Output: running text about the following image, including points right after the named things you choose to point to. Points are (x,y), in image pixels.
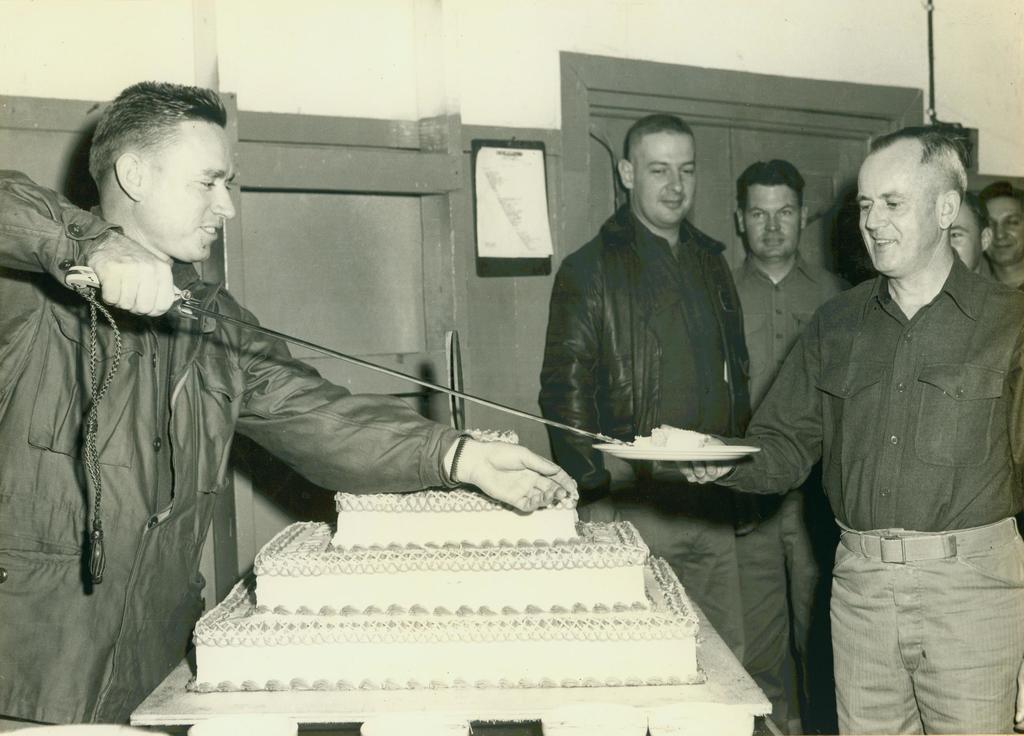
In this image we can see this person (116,490) wearing jacket (83,513) is holding a sword (117,333), here we can see cake (538,608) kept on the table (716,682) and this person (876,521) is holding a plate (688,444) and these people (710,269) standing here. In the background (269,236), we can see the wall (853,26) and the door (734,127).
